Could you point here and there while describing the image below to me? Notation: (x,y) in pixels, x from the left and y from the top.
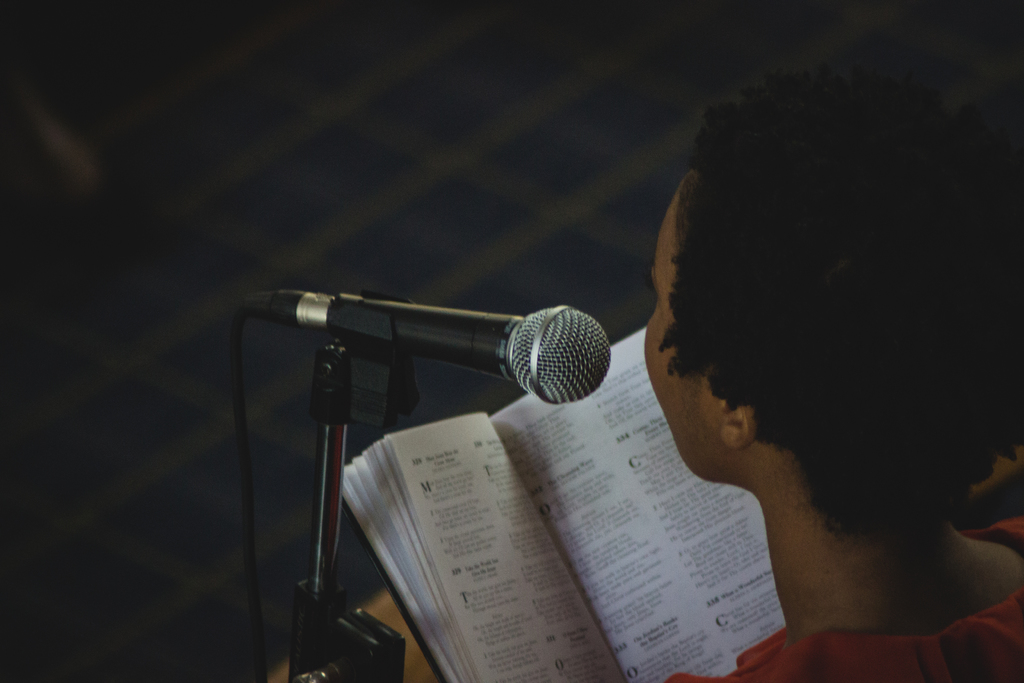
In this picture there is a person (731,400) on the right side of the image (773,462) and there is a mic (485,322) and a book (473,498) in front of him.
